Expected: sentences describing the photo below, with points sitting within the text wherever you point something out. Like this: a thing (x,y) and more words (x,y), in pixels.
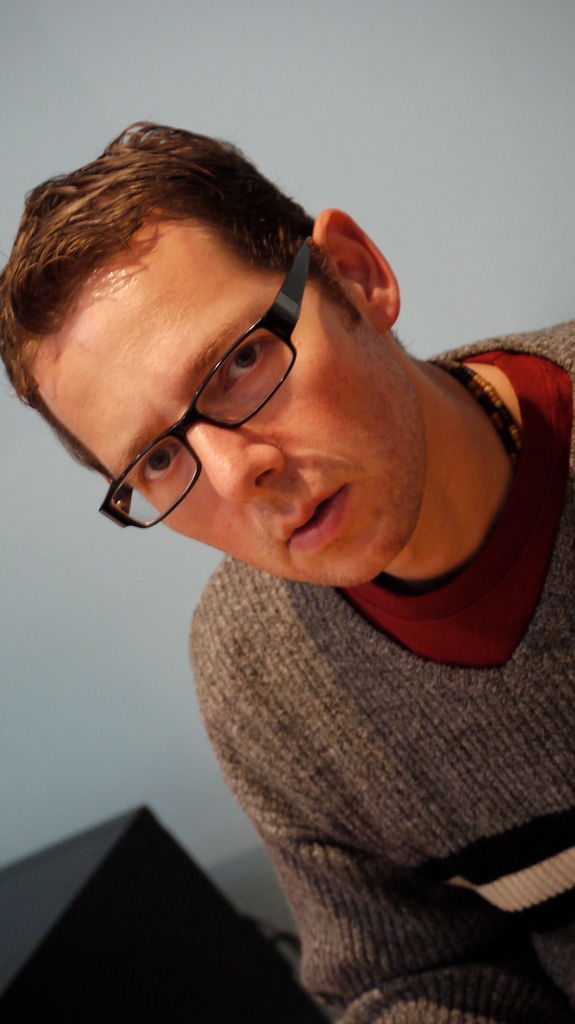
In the center of the image (302,385) there is a person (251,705) wearing a sweater (494,1013). In the background of the image (332,80) there is a wall (125,76). To the left side of the image (184,1011) there is a table (74,861).
